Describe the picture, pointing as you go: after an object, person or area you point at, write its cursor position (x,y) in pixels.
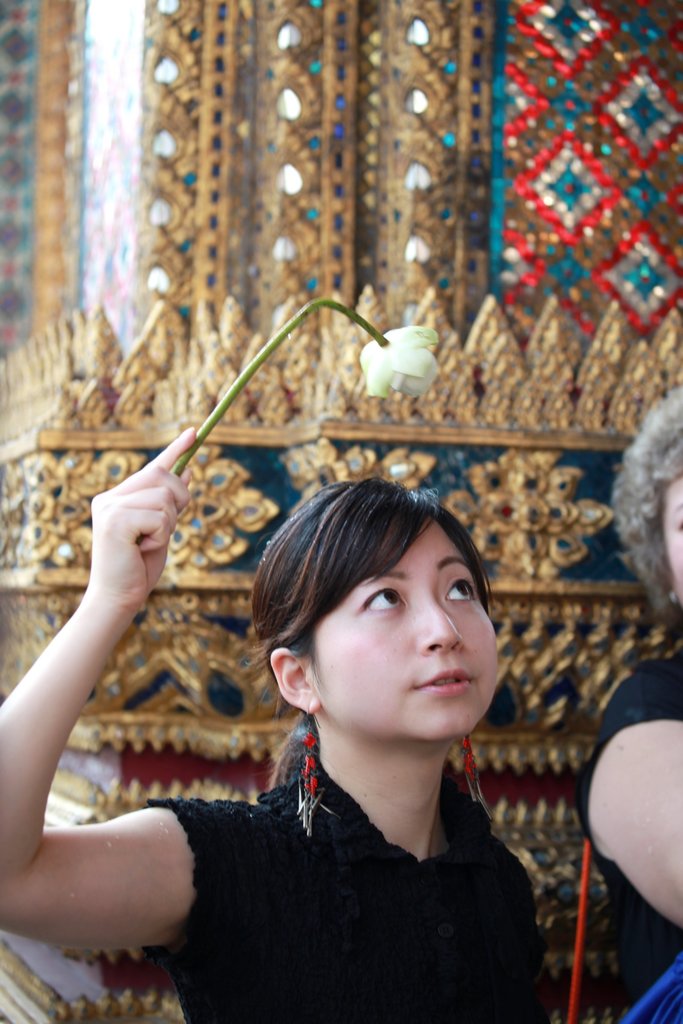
In the picture we can see a woman (66,877) standing in the black dress (453,984) and holding a flower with stem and beside her we can see a part of the woman (633,867) standing and behind them we can see a pillar (444,450) which is designed in golden color.
